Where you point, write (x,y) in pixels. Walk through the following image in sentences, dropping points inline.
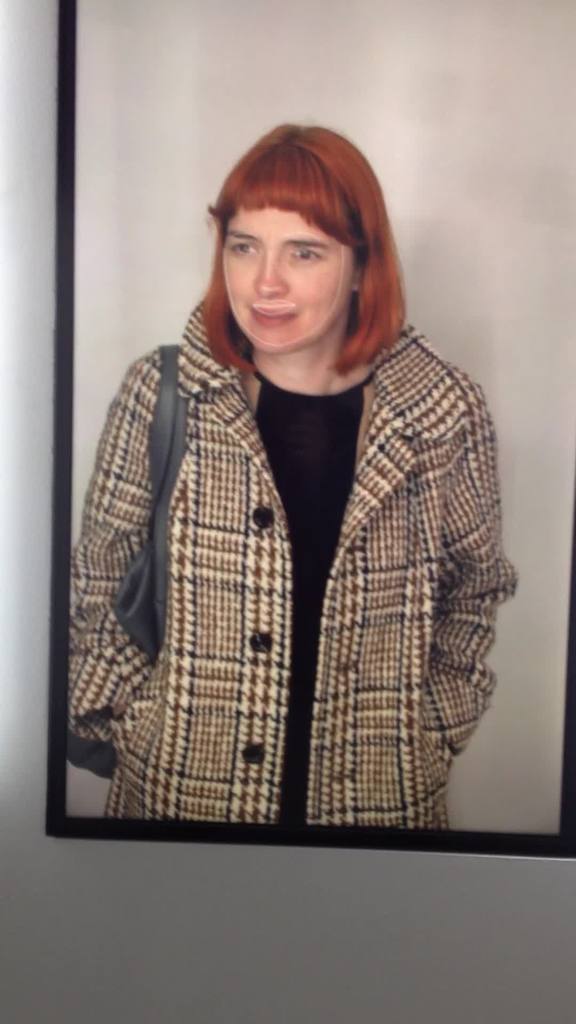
In this image I can see the person (256,615) in the frame (88,272). The person (132,374) is wearing the black and brown color dress (257,615) and also the grey color bag (147,565). The frame (121,420) is attached to the white wall (159,950).
